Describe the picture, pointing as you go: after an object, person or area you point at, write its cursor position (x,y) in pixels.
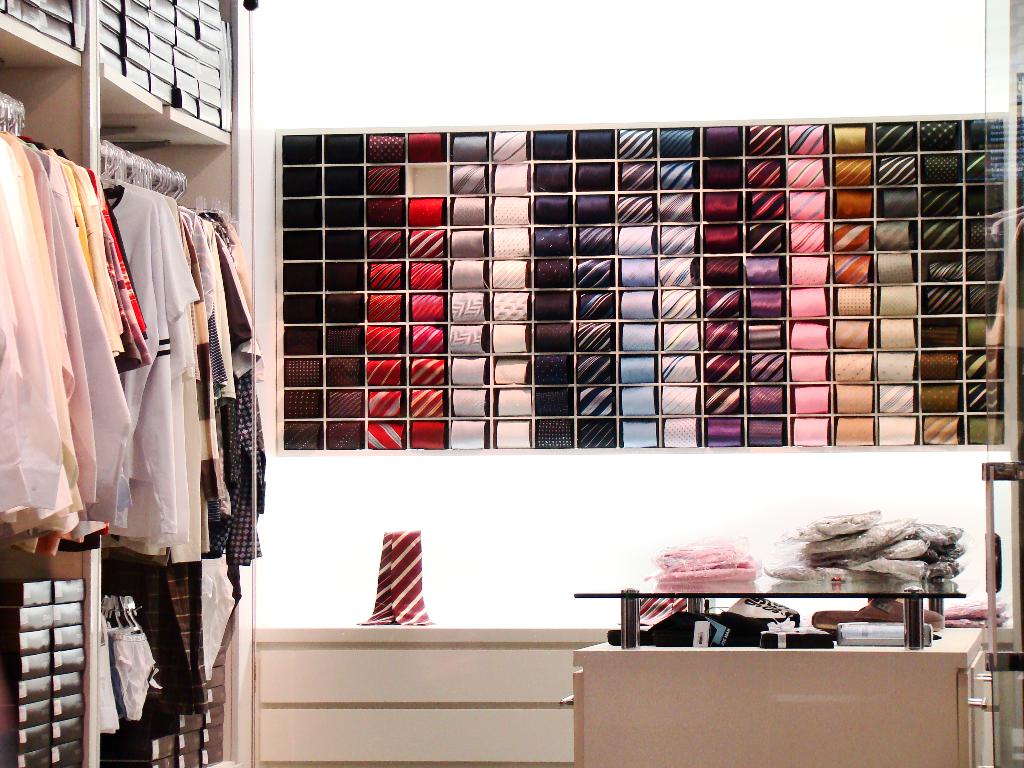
In the image we can see there are lot of shirts (189,358) which are hanging to a hanger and there are tie (391,555) and variety of ties (633,441).
